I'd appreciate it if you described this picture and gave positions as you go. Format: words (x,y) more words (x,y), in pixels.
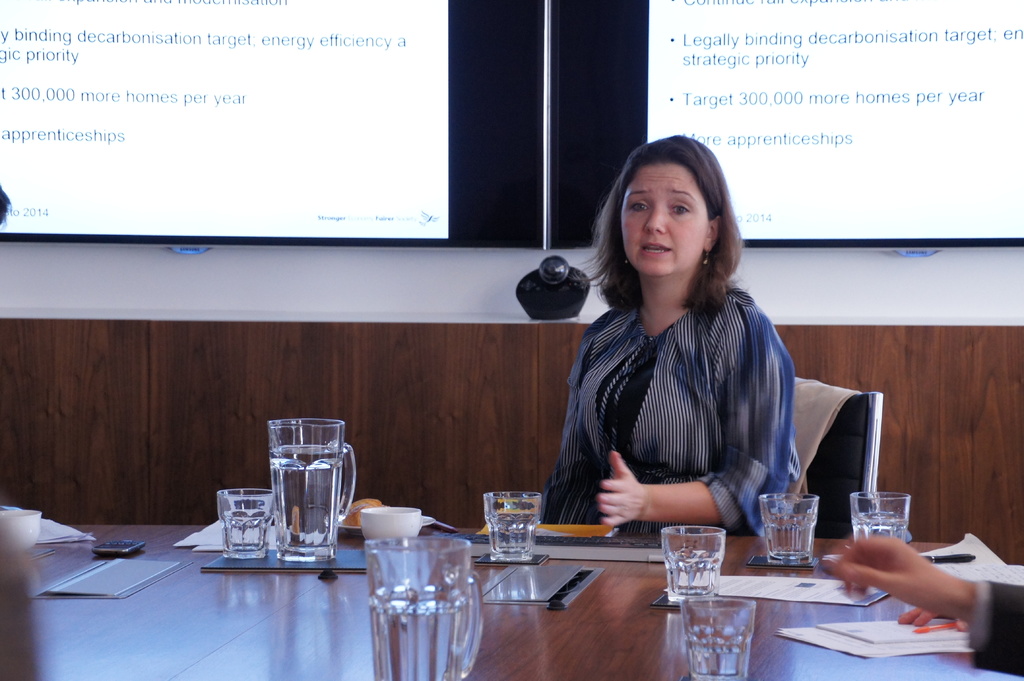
On the background (577,85) we can see screens (931,66). We can see a woman (772,454) sitting on a chair (845,454). talking in front of a table (361,621) and on the table (333,581) we can see water glasses (696,647), jar (333,509), cup (394,522), mobile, a diary (617,555), pen (931,631) and papers (872,641).
